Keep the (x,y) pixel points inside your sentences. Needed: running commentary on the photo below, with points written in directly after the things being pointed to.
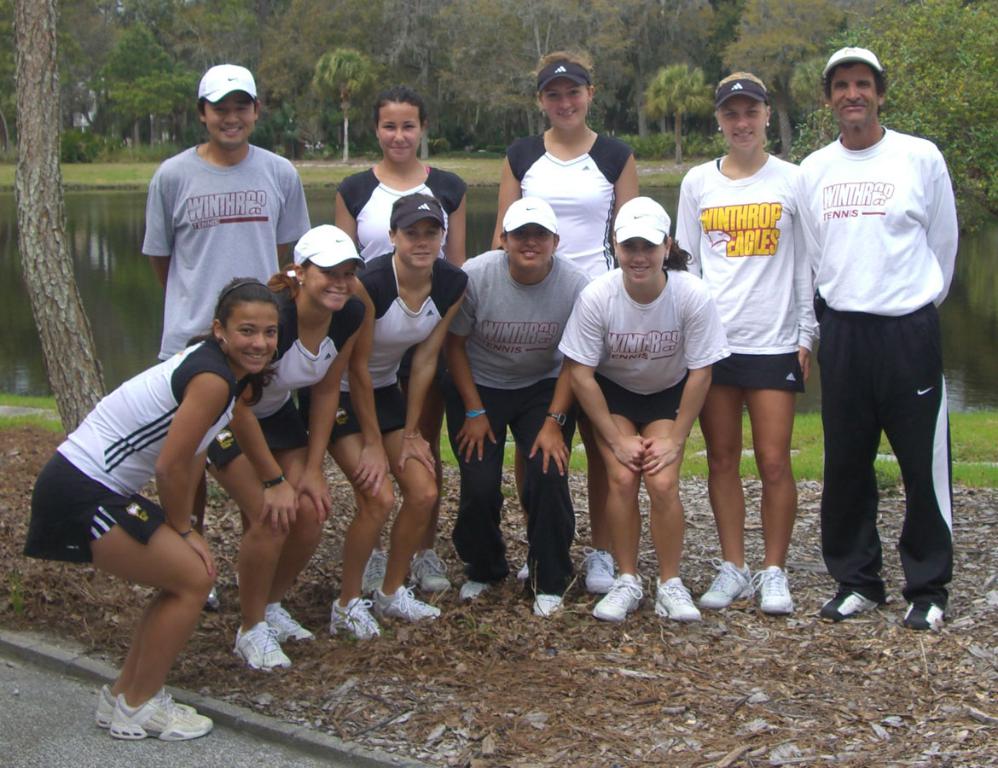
In this picture I can see group of people (494,370) standing and smiling, there is grass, there is water (93,272), and in the background (467,122) there are trees (951,146).
